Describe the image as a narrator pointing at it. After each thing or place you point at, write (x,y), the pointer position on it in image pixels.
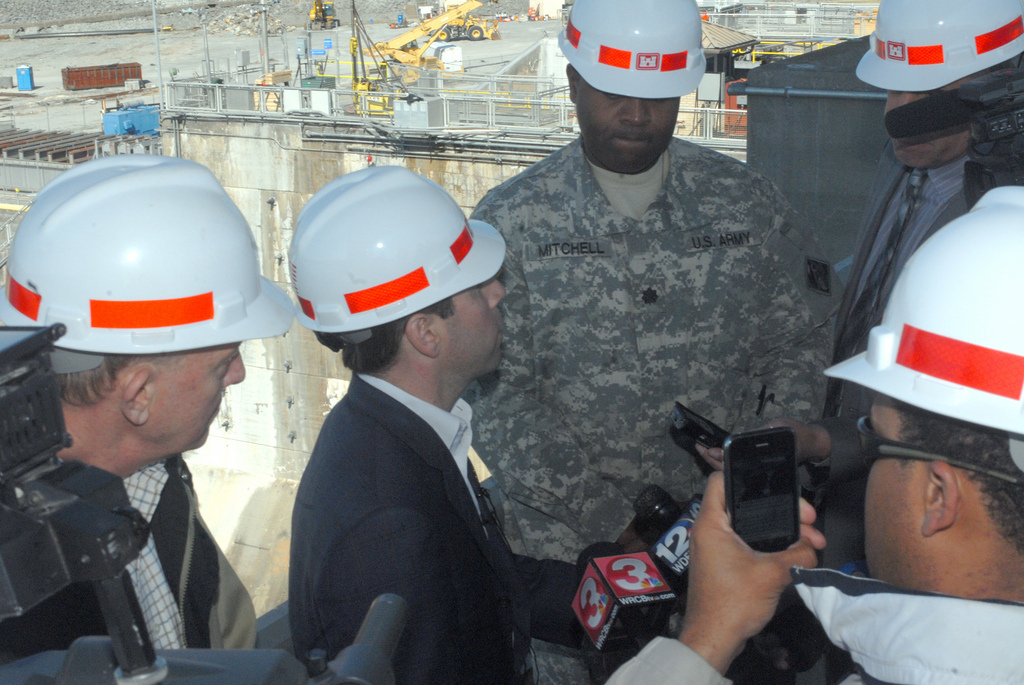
In this image in front (561,246) there are few persons (694,328) wearing the helmet (334,230) and in front of them there are mike's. On the backside (420,142) there are buildings (287,139), cranes (422,67) and rocks (240,20) on the surface (197,46).
